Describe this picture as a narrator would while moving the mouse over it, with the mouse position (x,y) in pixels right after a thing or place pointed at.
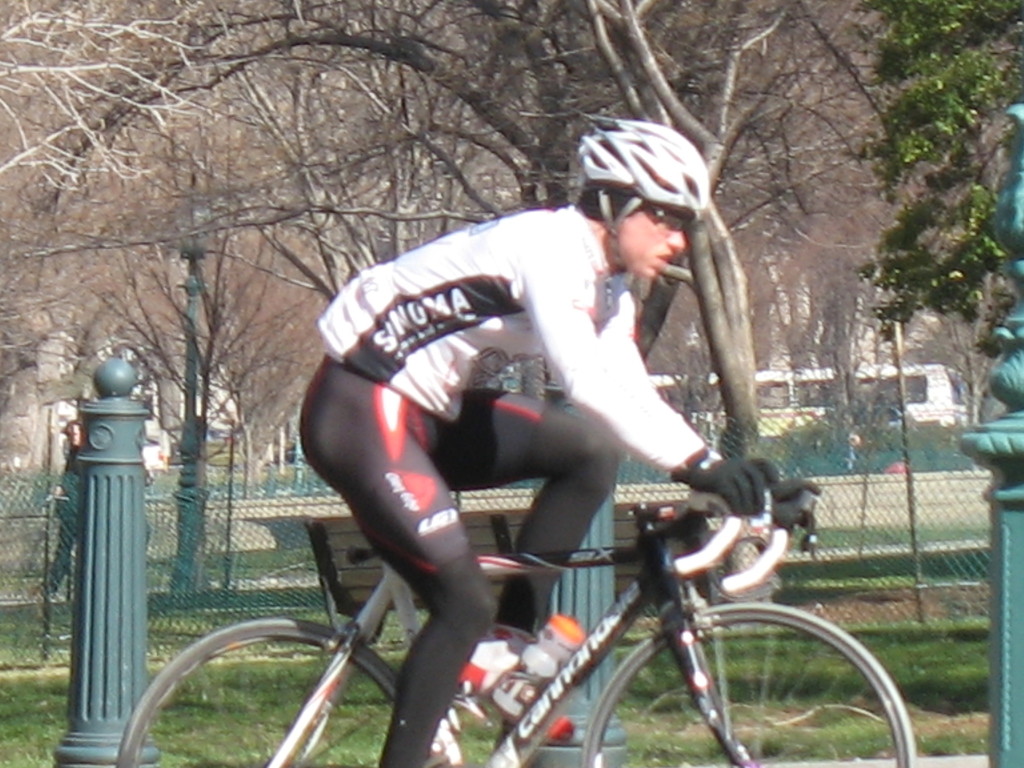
The man (639,222) is riding bicycle (522,558). He is wearing helmet (608,207) on his head (659,249) and also spectacles (654,221). He is wearing white color jacket (486,323) and black color pant (458,533). He is carrying water bottle (574,623) in bicycle (553,686). Behind him, we find a bench (363,586) and also a rod (92,603). Behind this rod (95,485), a man (71,469) or a person (57,562) is walking over there. We can see fence (23,623) here and beside these fence (214,540) we find trees (703,79) and also bus (928,399) is moving over there.
